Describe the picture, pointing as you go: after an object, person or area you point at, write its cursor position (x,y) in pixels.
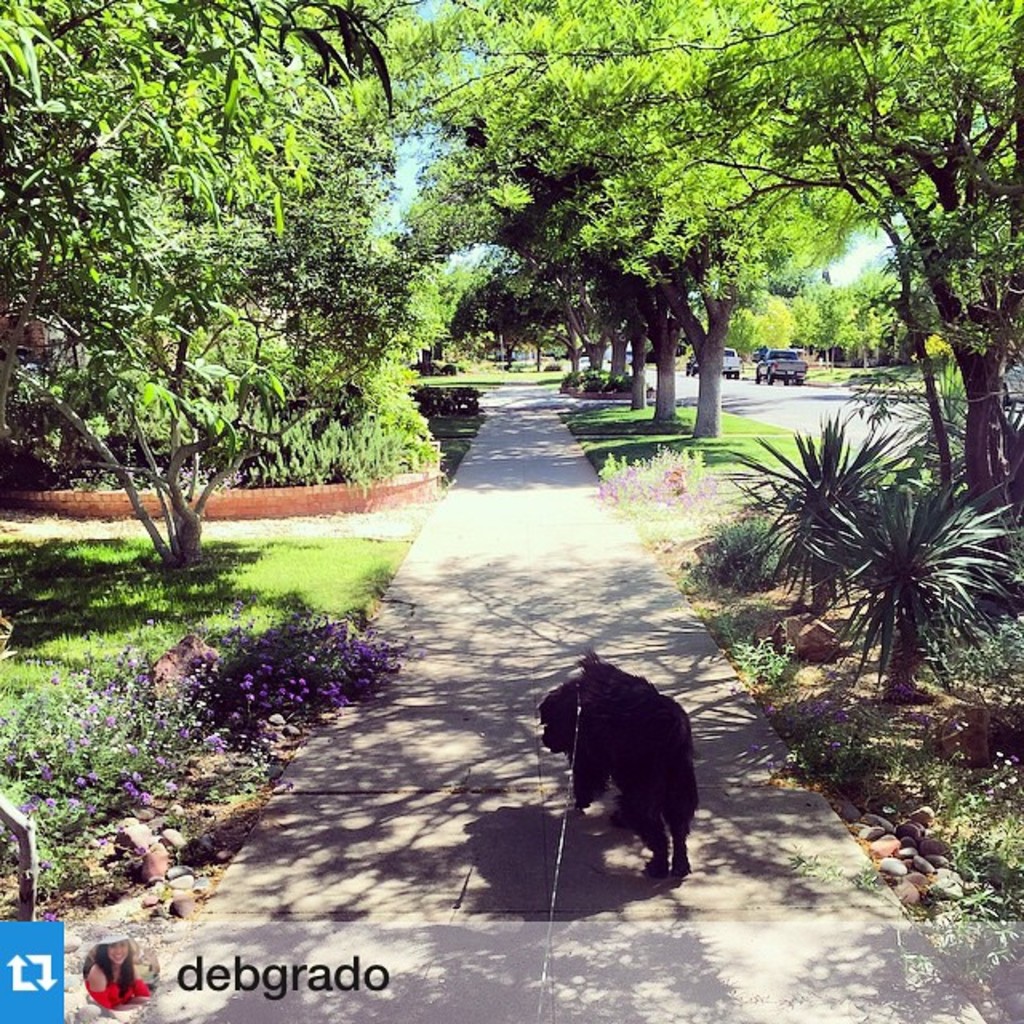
In this image we can see a dog (657,764) which is in black color walking through the walkway (485,680) there are some trees (230,156) on left (116,121) and right side of the image (721,361) and in the background of the image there are some vehicles (766,351) moving on road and there is clear sky (409,192).
